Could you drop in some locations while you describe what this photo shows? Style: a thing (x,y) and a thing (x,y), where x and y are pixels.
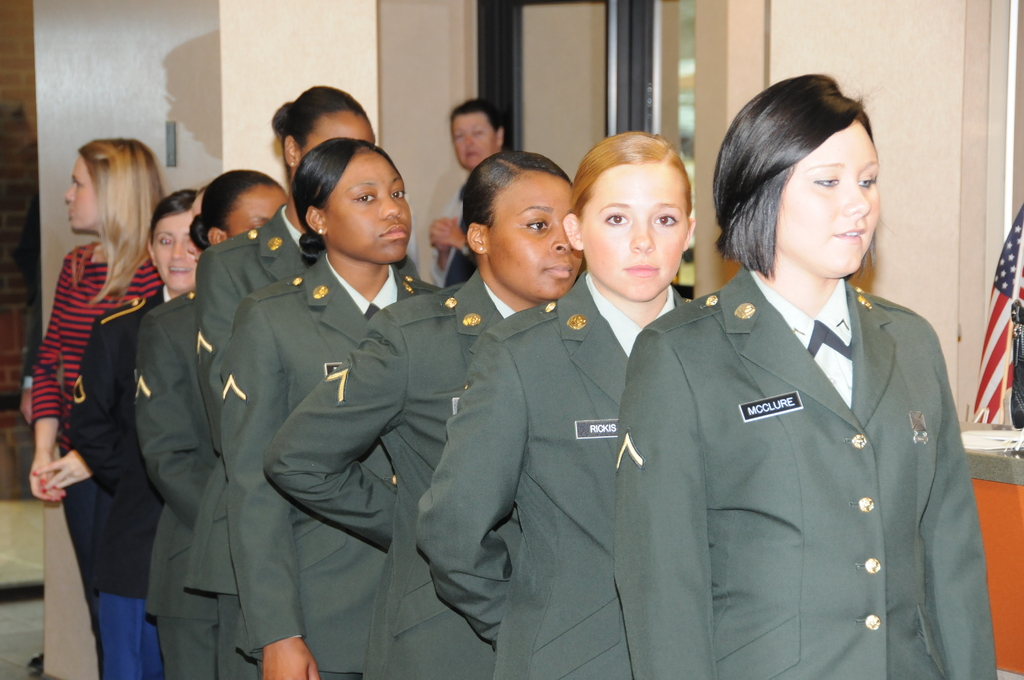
This image consists of many women (496,381) standing in a line. They are wearing coats (541,500) along with badges (777,412). On the right (996,328), we can see a flag (1003,365). In the background (923,47), we can see a pillar (881,51) along with the wall (957,34).
